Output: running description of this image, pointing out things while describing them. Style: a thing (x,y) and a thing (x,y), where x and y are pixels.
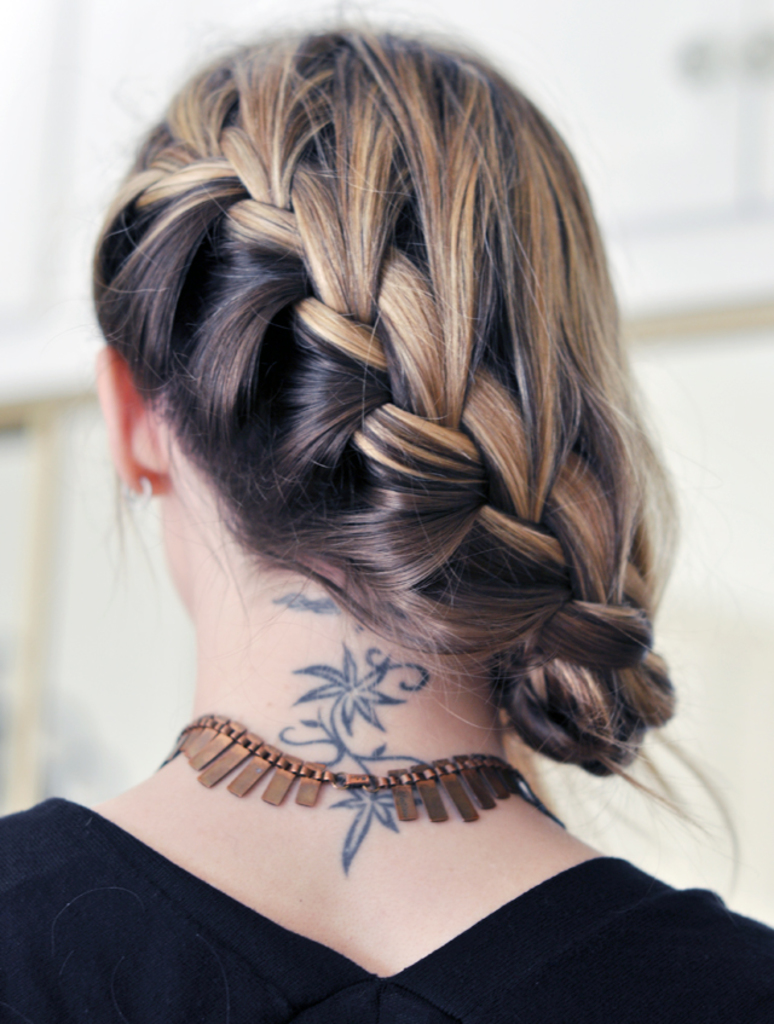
This is the woman (397,729) with a hairstyle (358,473). I can see a tattoo (348,728) on her neck (362,757). She wore a necklace (263,771) and T-shirt (162,937), which is black in color. The background (24,131) looks blurry.
